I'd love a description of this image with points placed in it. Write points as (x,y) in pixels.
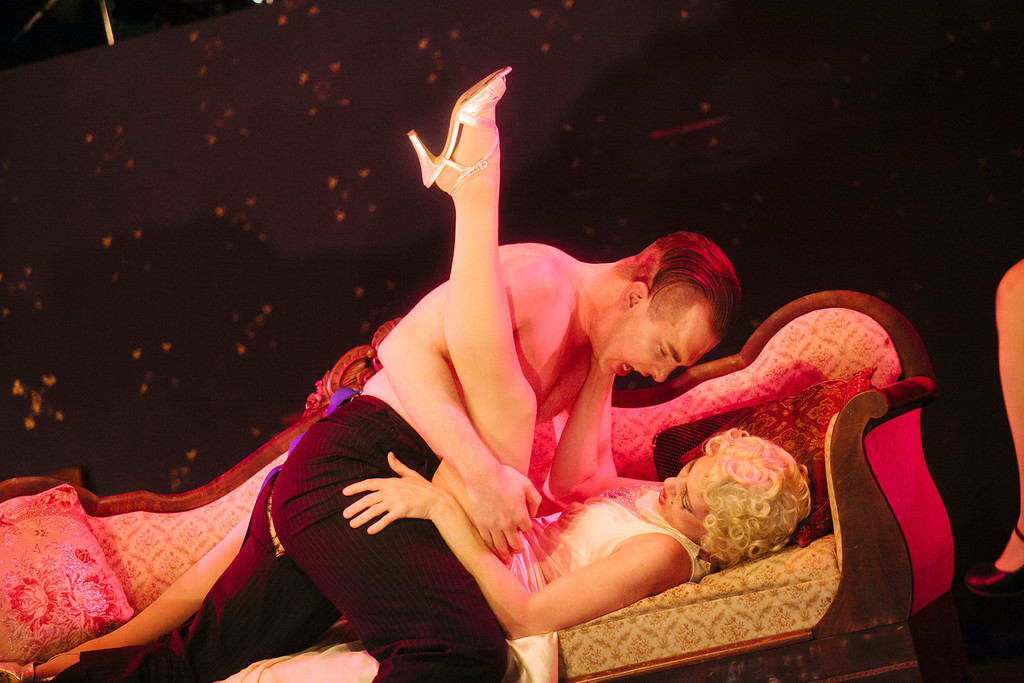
In this picture there is a boy (586,282) and a girl (464,498) in the center of the image (514,360), on a sofa (636,440).
